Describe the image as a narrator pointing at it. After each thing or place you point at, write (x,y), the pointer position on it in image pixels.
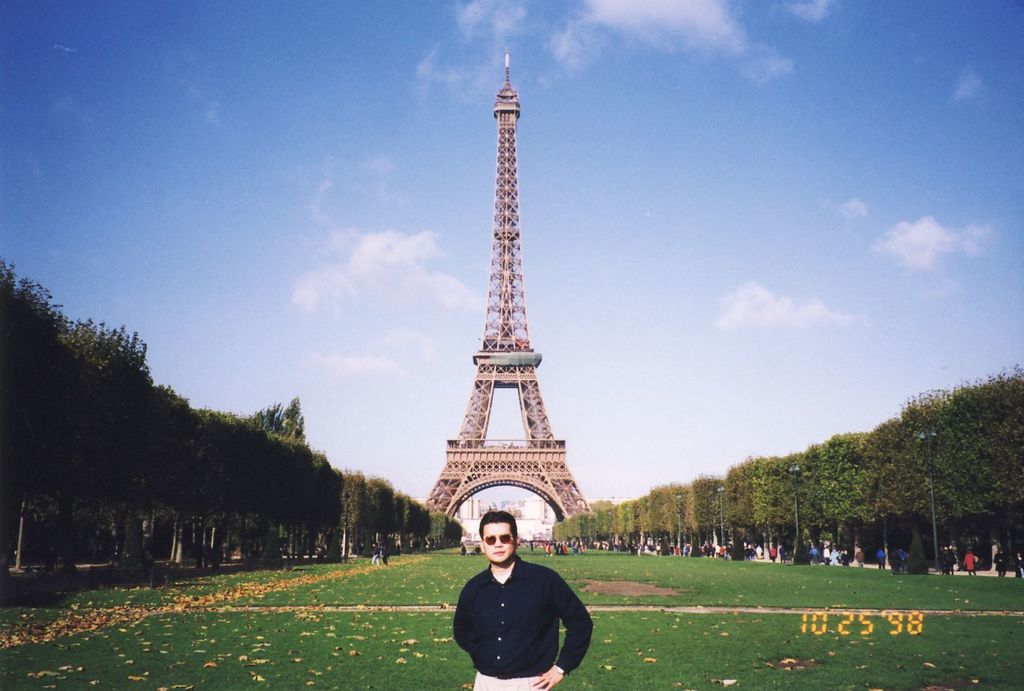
In this picture there is a person (542,599) wearing black shirt (533,620) is standing and there are trees (289,495) on either sides of him and there are few persons (815,556) standing in the right corner (711,545).
